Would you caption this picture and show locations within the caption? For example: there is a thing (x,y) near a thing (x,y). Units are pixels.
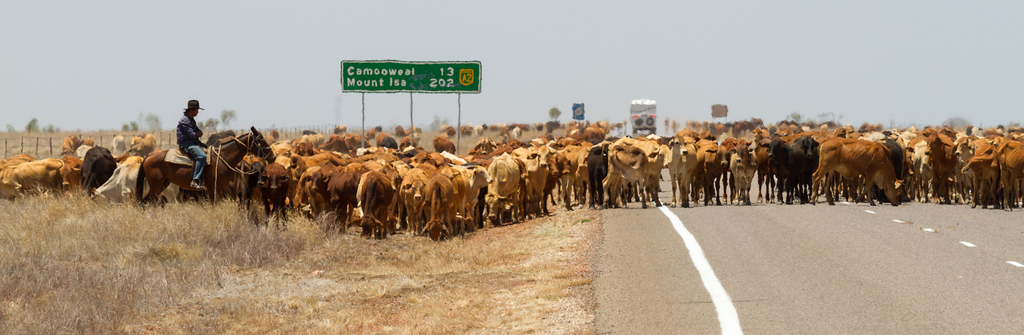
There is a person (188,144) sitting on horse (220,148) and we can see animals (341,156), road (1009,213) and grass (289,229). On the background (564,110) we can see boards (580,109) on poles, fence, trees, vehicle (646,111) and sky (206,112).
